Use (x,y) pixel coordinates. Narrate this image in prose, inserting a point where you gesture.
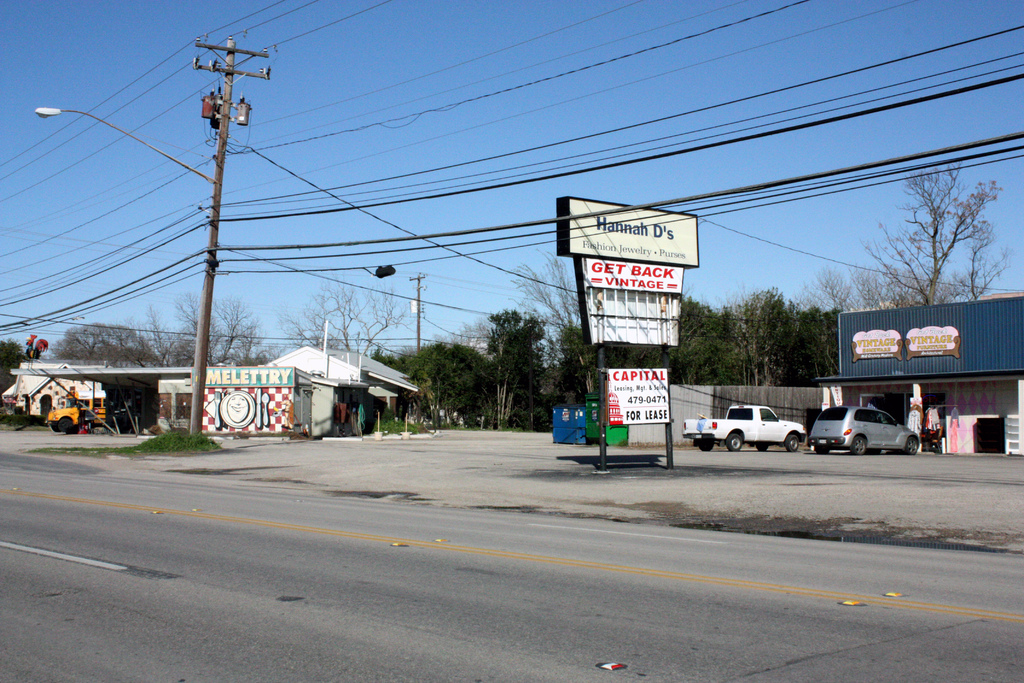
In this image we can see the road (482,553). And we can see the electrical poles (199,410), cables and street lights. And we can see the sheds (156,396) and vehicles (874,411). And we can see the trees (476,365) and sky (62,313). And we can see boards (230,373) with some text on it.
